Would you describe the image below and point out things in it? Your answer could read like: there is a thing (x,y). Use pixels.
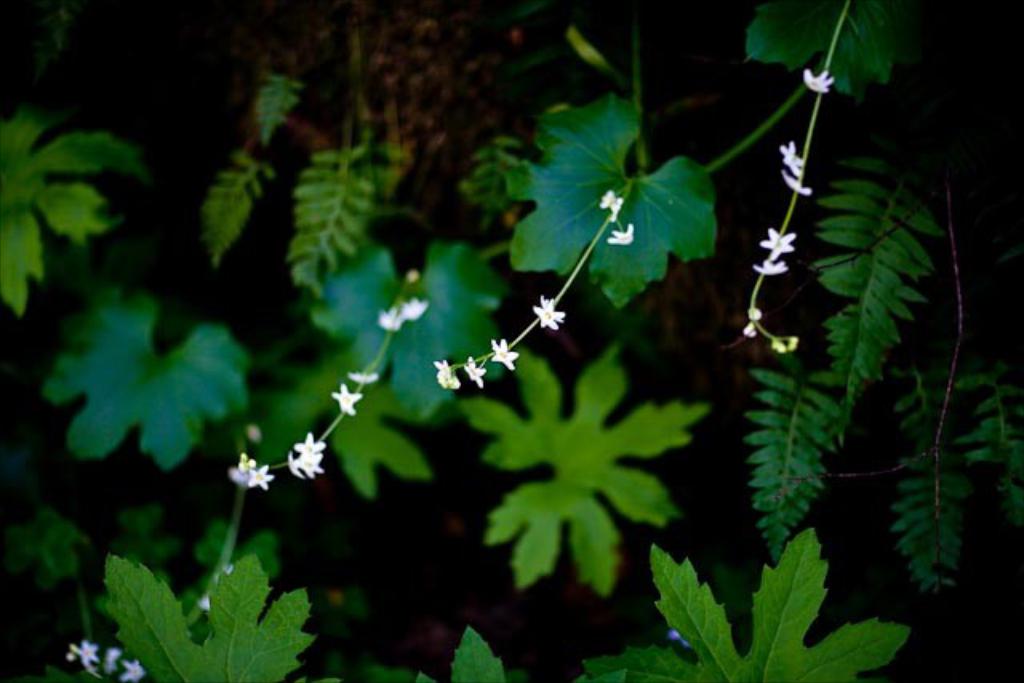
This image is taken outdoors. In this image there are a few plants (117,150) with green leaves (593,491), stems (780,118) and white flowers (312,458).
